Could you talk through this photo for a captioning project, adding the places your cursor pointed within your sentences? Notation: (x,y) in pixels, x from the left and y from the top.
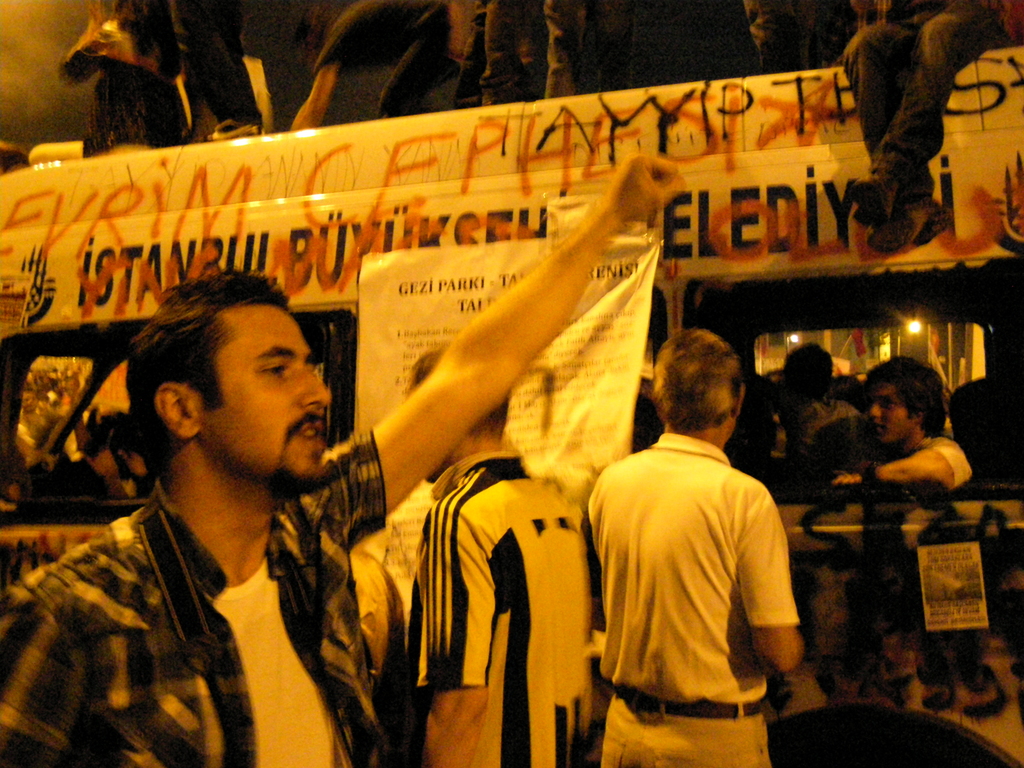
In the foreground of this image (175,580), on the left (213,618), there is a man (211,653) with one hand (609,213) raised in the air. In the background (856,441), there are people (927,410) in a vehicle (267,186) on which there is some text (251,226). We can also see two men (621,573) standing, a banner (614,348) and few people (333,56) at the top of a vehicle (551,126).
